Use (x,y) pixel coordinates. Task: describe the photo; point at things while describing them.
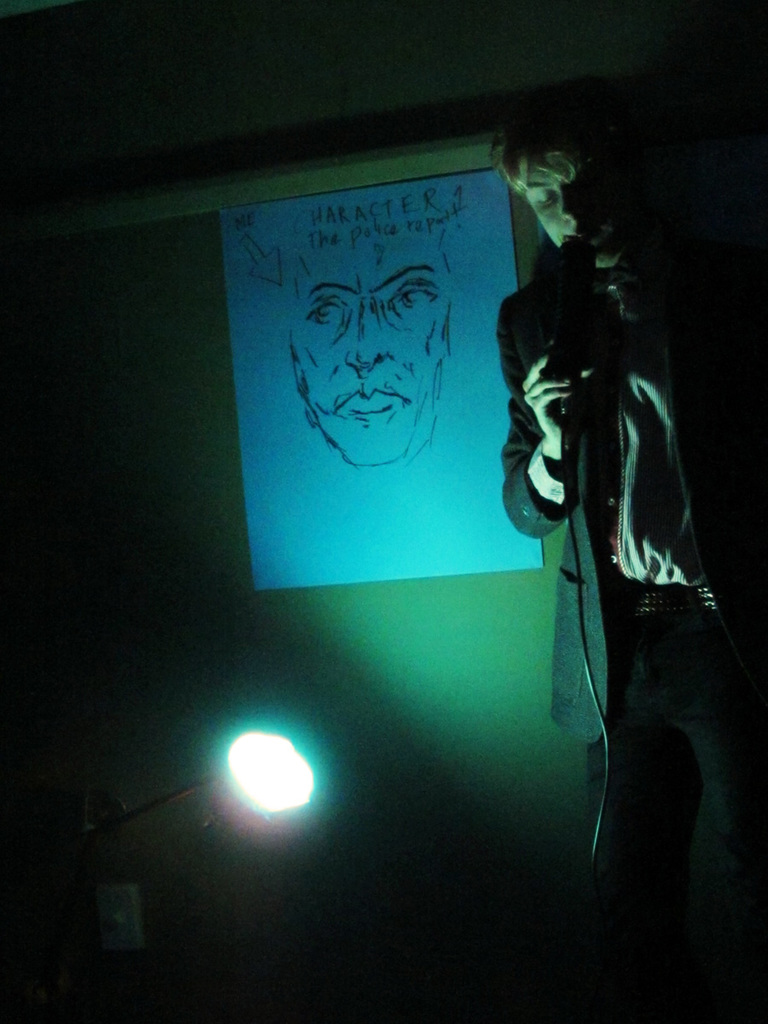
In the foreground of this image (589,678), on the right (633,694), there is a man (631,491) standing and holding a mic (572,351). On the left bottom (236,759), there is a light (271,791). In the background (334,436), there is a poster (302,360) on the wall (100,342). On the top (282,44), there is the ceiling (266,55).
